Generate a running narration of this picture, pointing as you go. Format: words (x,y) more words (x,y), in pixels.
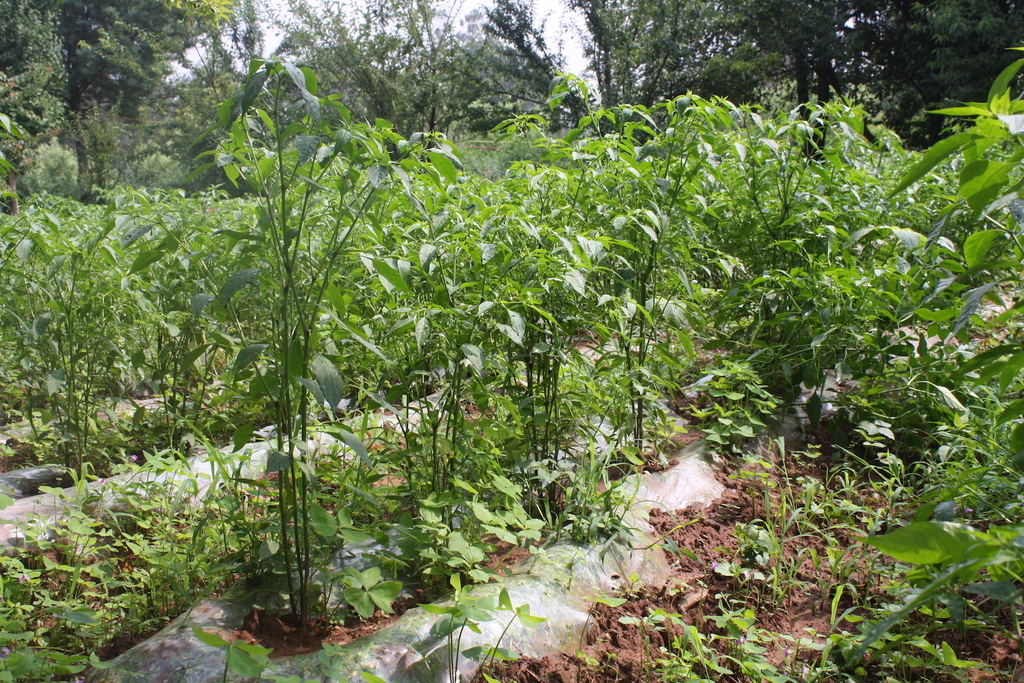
In this image we can see some plants (292,415) on the ground (1005,669) and in the background (144,158), we can see some trees (482,59).
